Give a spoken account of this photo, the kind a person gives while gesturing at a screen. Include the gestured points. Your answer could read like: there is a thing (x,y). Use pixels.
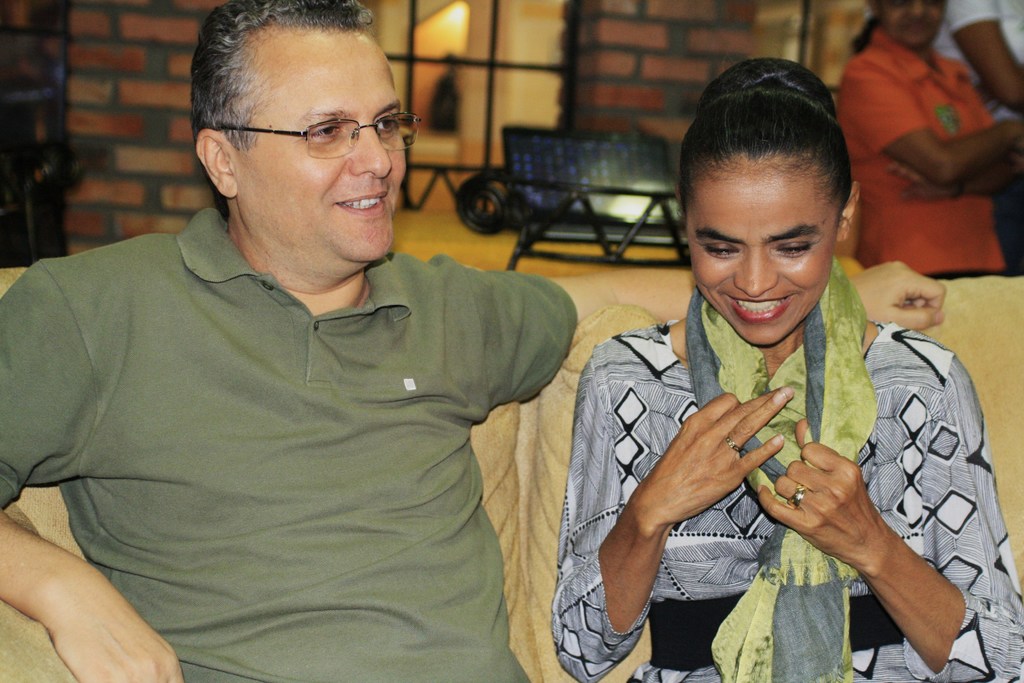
In this picture there are people (610,585) sitting on sofa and smiling. In the background of the image (939,117) we can see people (956,132), wall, bench (591,217) and window (391,18).
